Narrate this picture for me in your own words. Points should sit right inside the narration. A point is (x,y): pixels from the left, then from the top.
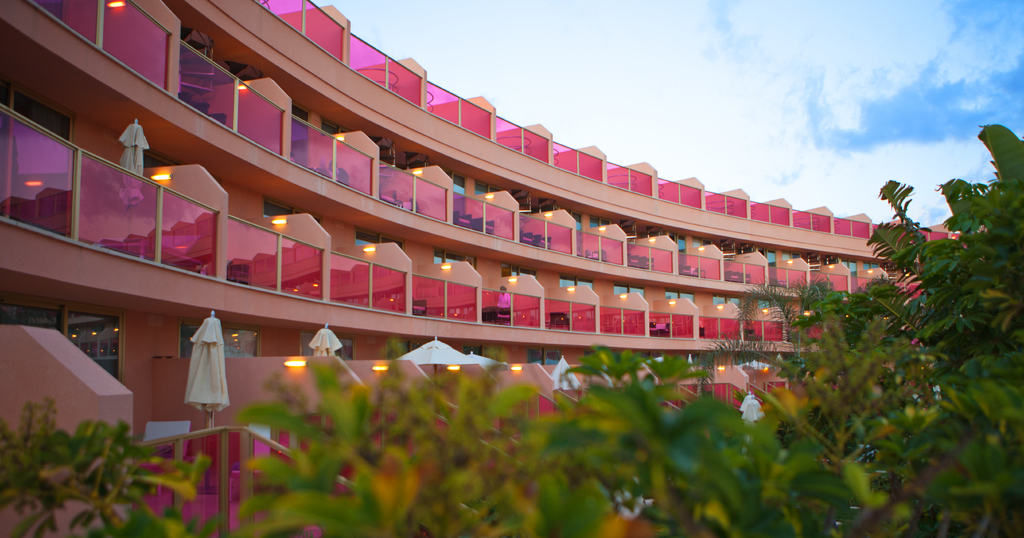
In this image on the left (288,449), there is a building (418,204). At the bottom (505,406) there are trees (580,422), umbrellas (415,354), clothes (499,294), lights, glasses (421,283). At the top (827,107) there is sky (772,73) and clouds (842,84).
